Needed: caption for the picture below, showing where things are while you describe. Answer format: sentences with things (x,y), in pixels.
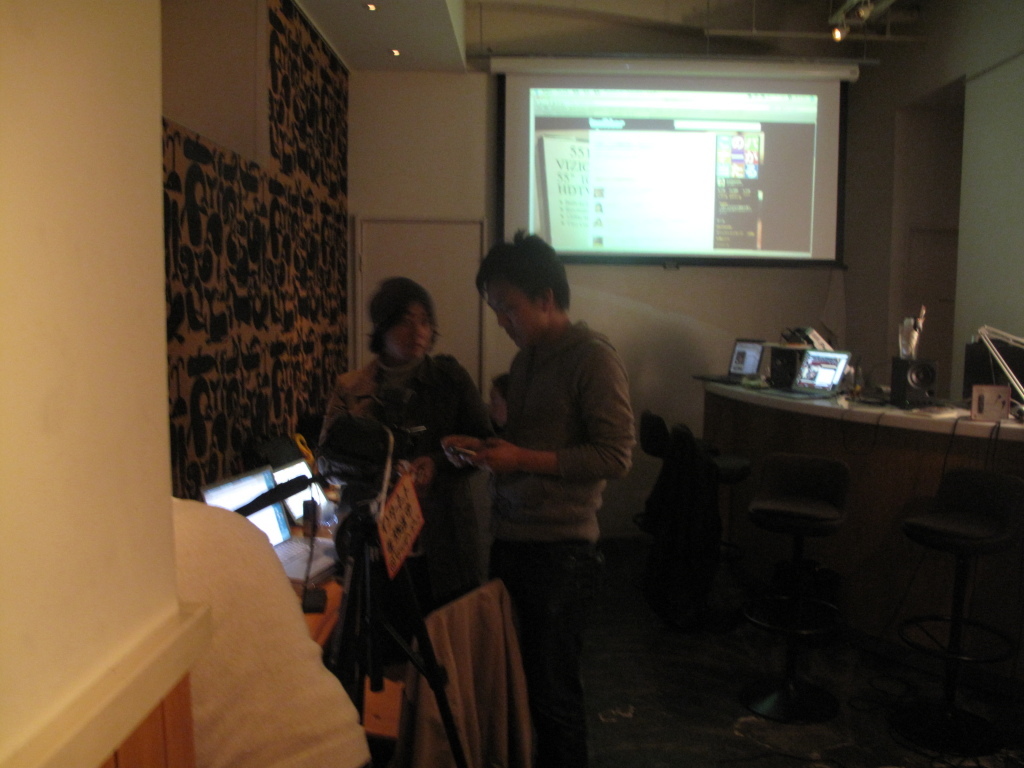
Here we can see a couple of people (523,420) standing and behind them we can see chairs (785,475) present and at the middle (674,262) we can see a projector screen (727,197) and there are laptops (744,356) placed on the counter (873,408) on the right side (806,383).
